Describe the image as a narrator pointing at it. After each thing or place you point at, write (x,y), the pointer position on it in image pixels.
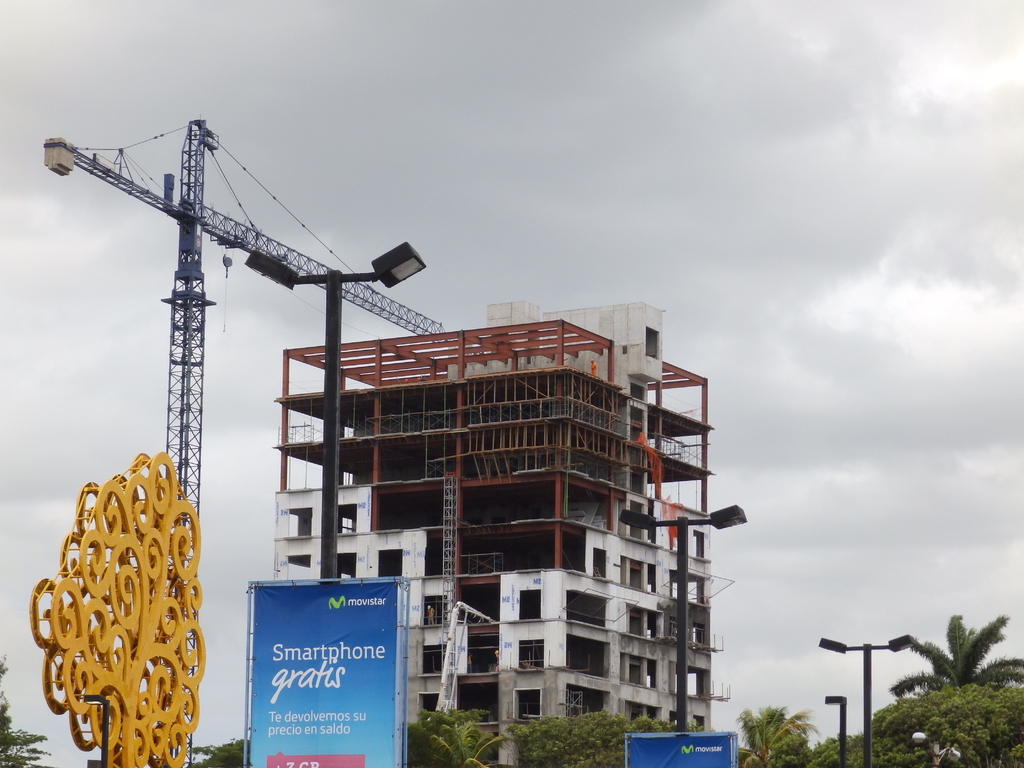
In this picture I can see a building (577,375), there are poles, lights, boards (248,766), there is a crane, there are trees (931,698), and in the background (760,231) there is the sky (785,202).
